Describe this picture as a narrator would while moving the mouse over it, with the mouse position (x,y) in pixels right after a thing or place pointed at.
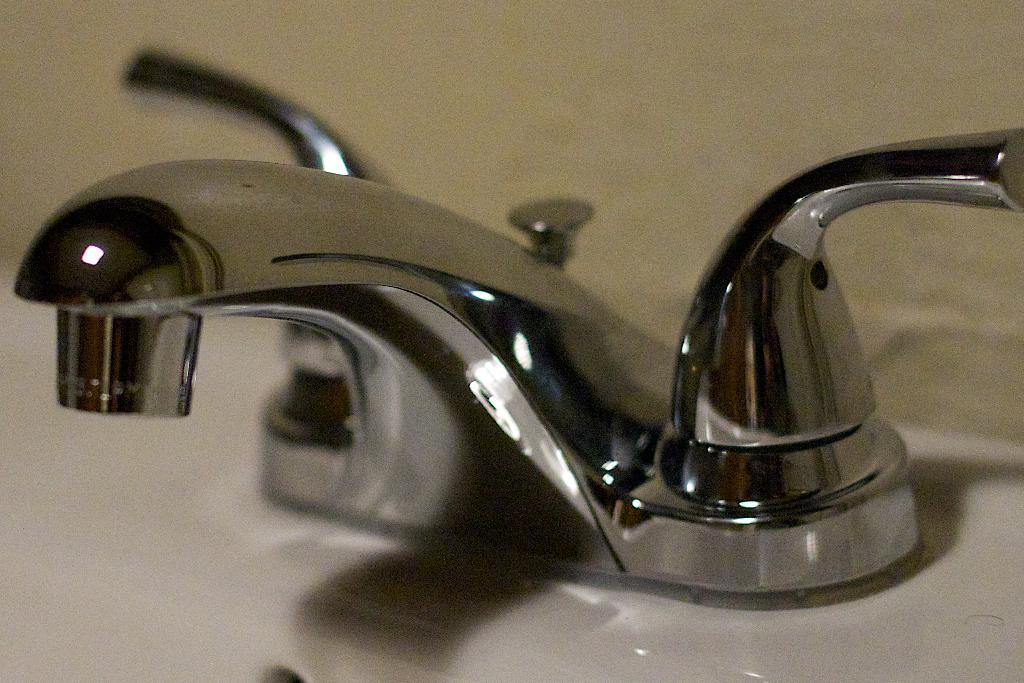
In this image there is a sink (197,599) truncated towards the bottom of the image (195,632), there are taps (471,287), at the background of the image (587,136) there is a wall (609,104) truncated.
